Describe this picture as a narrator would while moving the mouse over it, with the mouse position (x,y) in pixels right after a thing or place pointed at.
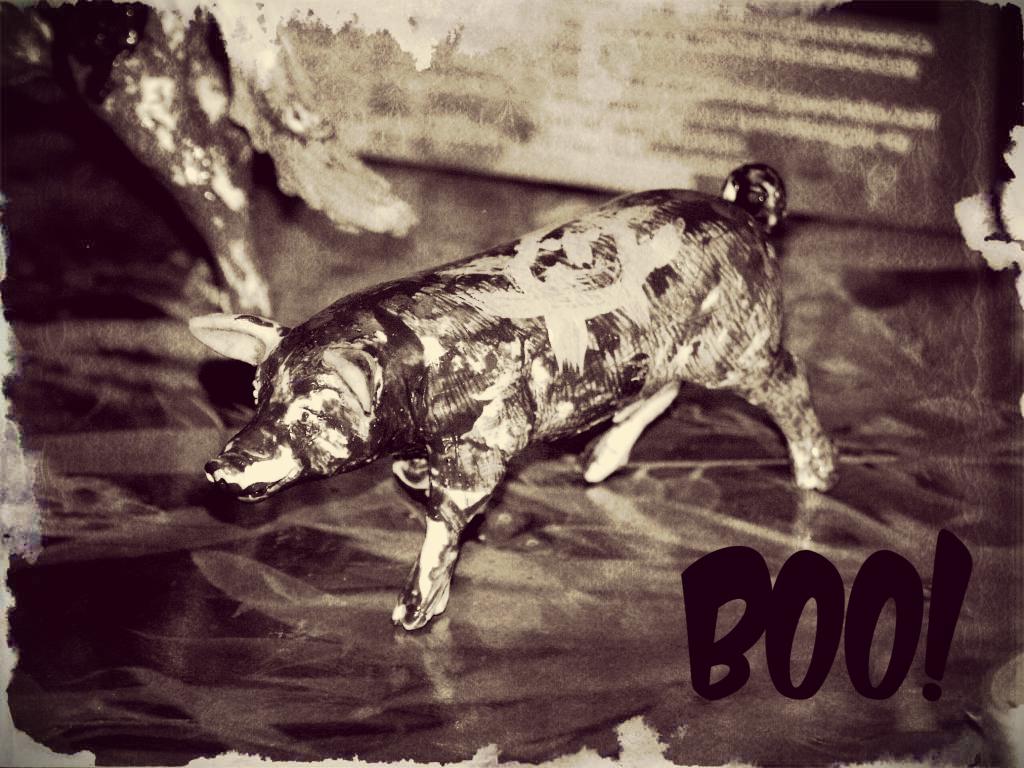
This is a image of the poster (708,340) on which we can see there is a pig painting (534,381) and text (784,649).
